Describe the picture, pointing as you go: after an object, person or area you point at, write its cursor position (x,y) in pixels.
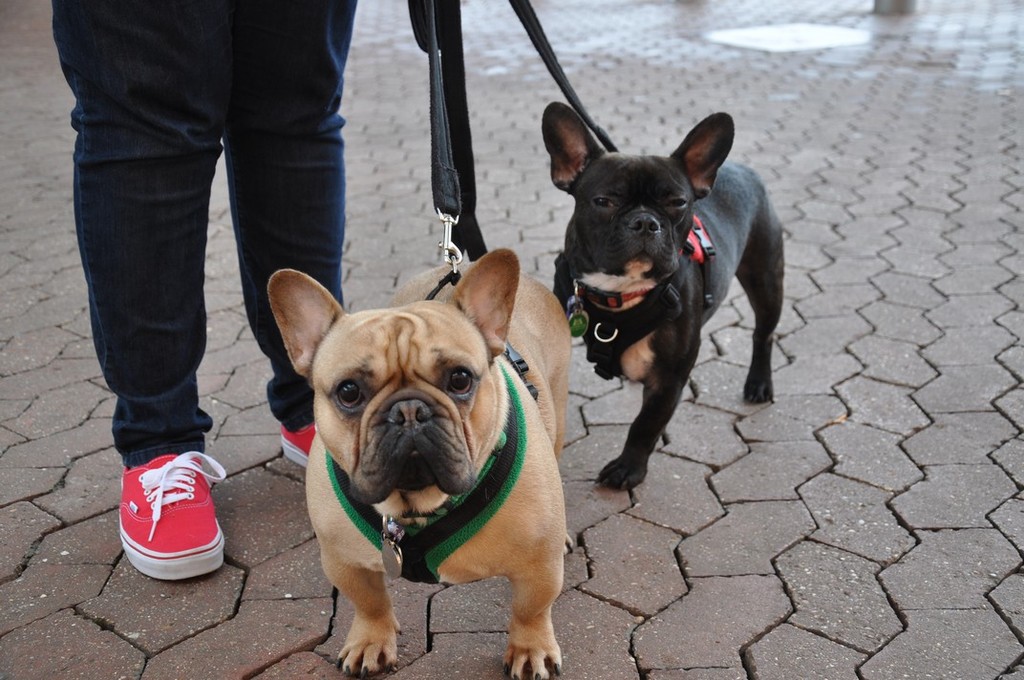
In the image there is a person (130,375) in jeans (139,11) and red shoe (173,500) holding two dogs (486,438).
